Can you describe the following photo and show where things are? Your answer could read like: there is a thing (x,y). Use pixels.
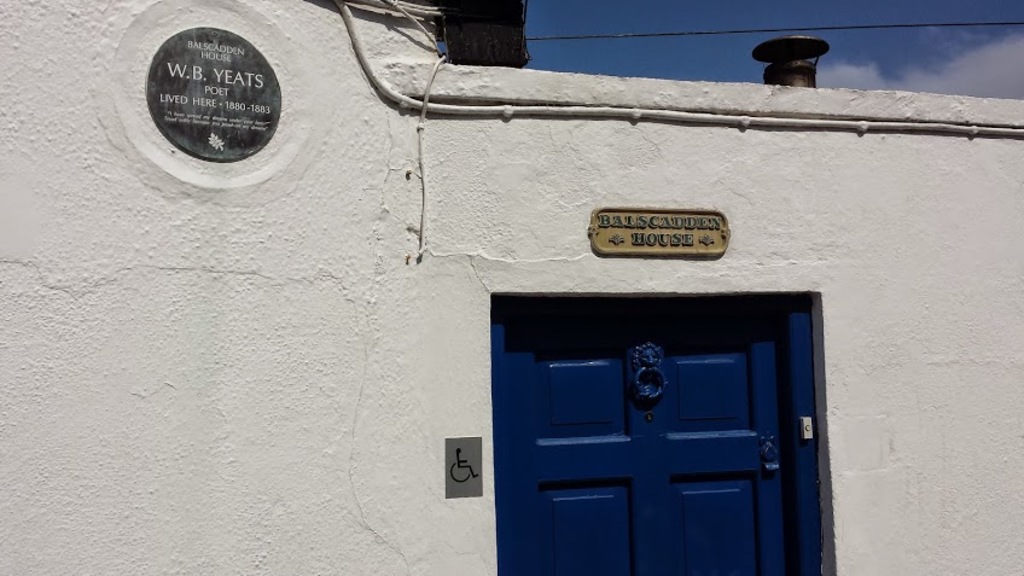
This image is taken outdoors. At the top right of the image (971,59) there is the sky (949,52) with clouds (957,54) and there is a wire (917,24). In the middle of the image (443,286) there is a house (823,264) with a wall (399,298) and a door (619,437). There is a sign board (457,461) on the wall (444,439). There are two boards (627,232) with a text (205,62) on them and there is a pipeline (457,104) and there is an object (787,62).
